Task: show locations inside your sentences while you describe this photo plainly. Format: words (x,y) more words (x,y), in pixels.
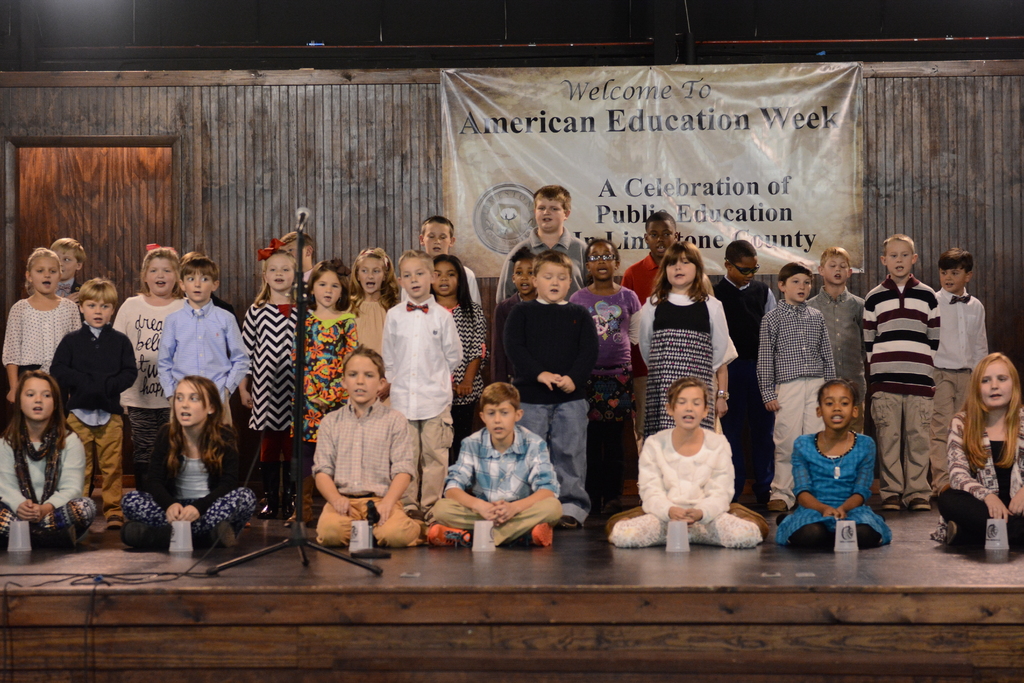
In this image, there are some kids (410,369) standing and there are some kids (684,469) sitting, at the left side (299,501) there is a black color microphone (295,478), in the background (479,161) we can see a poster (692,151).
